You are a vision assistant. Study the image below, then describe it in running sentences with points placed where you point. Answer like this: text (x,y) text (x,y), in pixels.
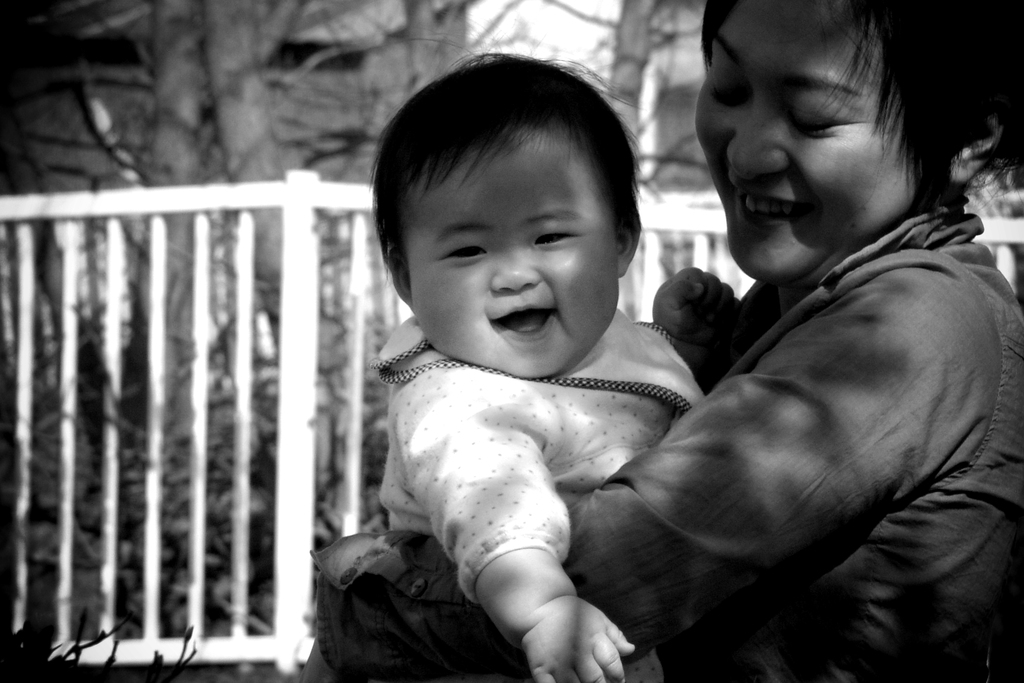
This is a black and white image. On the right side (826,362) there is woman (773,474) carrying a baby (534,473) in the hands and both are smiling. In the background (241,411) there is a railing (201,347) and trees (208,88).
